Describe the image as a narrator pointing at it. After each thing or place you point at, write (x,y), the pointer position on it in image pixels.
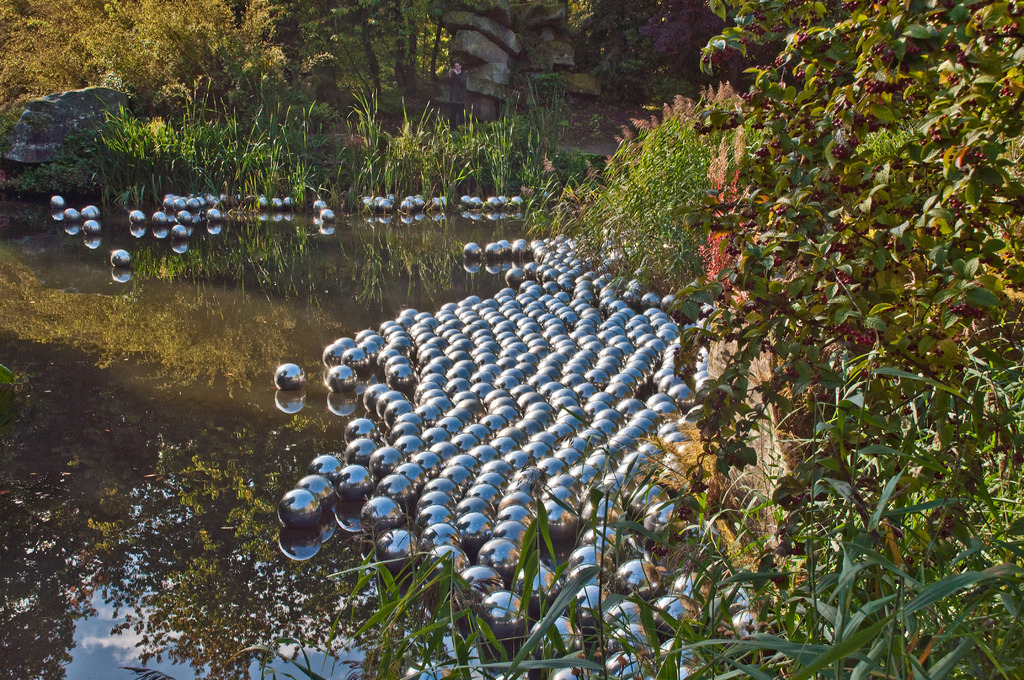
Here we can see water (150,533). There are balls (485,496), plants (806,522), trees (327,17), and rocks (481,98).
